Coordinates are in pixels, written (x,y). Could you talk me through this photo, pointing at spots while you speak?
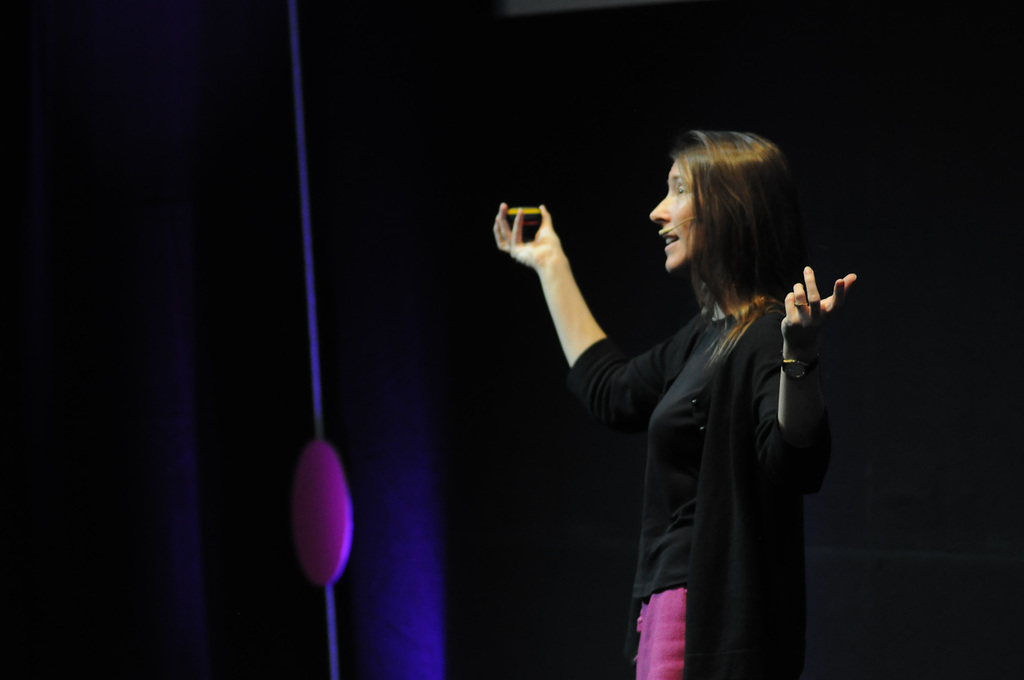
In this picture I can see a woman (642,396) standing and holding something in one hand (549,242) and speaking with the help of a microphone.
